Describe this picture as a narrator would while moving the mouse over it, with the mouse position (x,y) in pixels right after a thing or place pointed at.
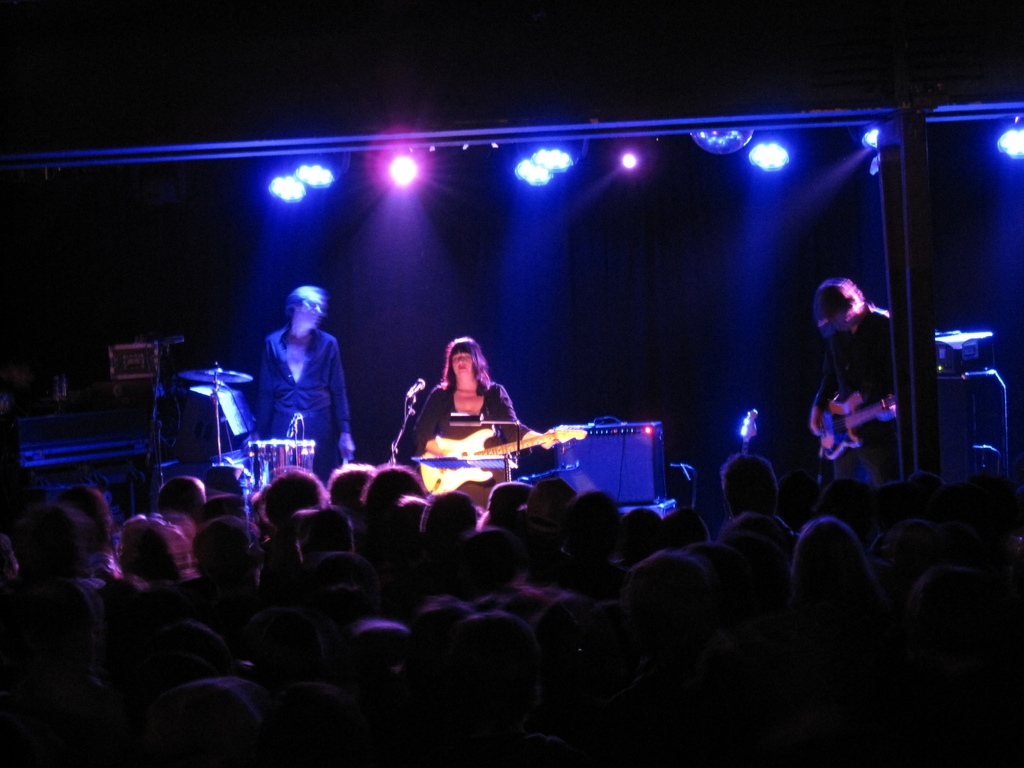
In this picture we can see a crowd of people (496,672) listening to the three persons (324,354) where they are playing musical instruments (443,440) such as guitar (559,435), drums (214,400) and in the background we can see light (775,159), box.
